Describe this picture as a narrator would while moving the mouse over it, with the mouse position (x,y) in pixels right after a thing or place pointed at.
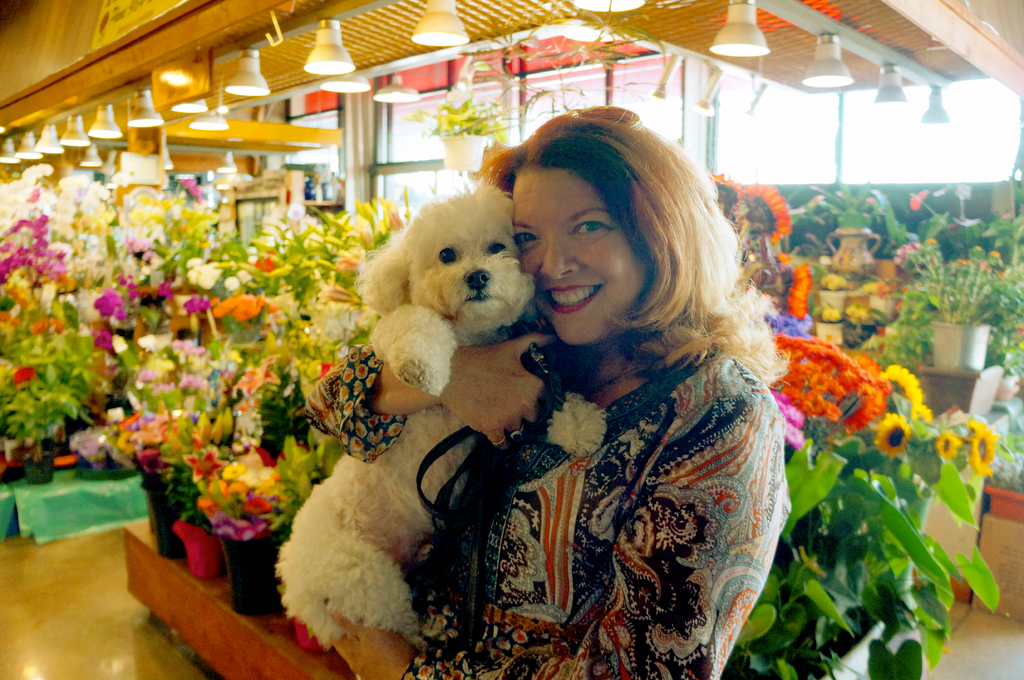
In this image in the front (520,458) there is a woman (604,478) standing and smiling and holding a dog (408,442) in her hand (450,407). In the background (26,238) there are plants (922,328) and there are flowers (828,317) and on the top (767,119) there lights (265,84) hanging there are windows (783,115).
